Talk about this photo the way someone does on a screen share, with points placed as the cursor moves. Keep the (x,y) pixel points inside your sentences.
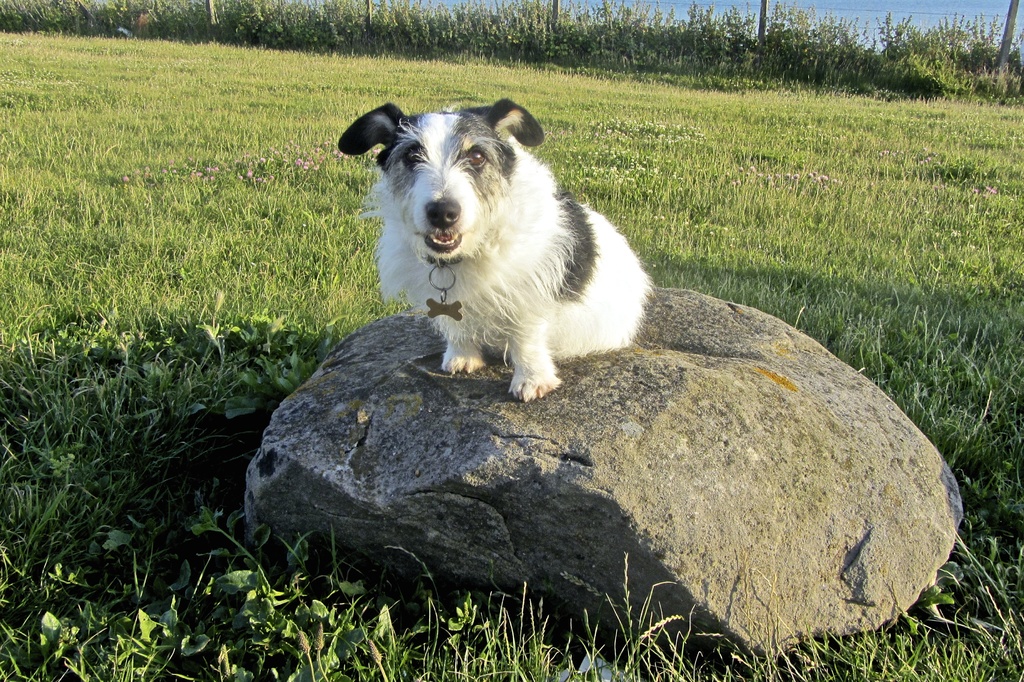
In the middle of the picture (431,305), we see a dog (552,276) in white color. It has black color ears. This dog (524,305) is sitting on the rock (533,498). At the bottom of the picture (362,611), we see herbs (260,593) and grass (217,257). There are plants (769,41) and iron rods (760,20) in the background (631,39).
